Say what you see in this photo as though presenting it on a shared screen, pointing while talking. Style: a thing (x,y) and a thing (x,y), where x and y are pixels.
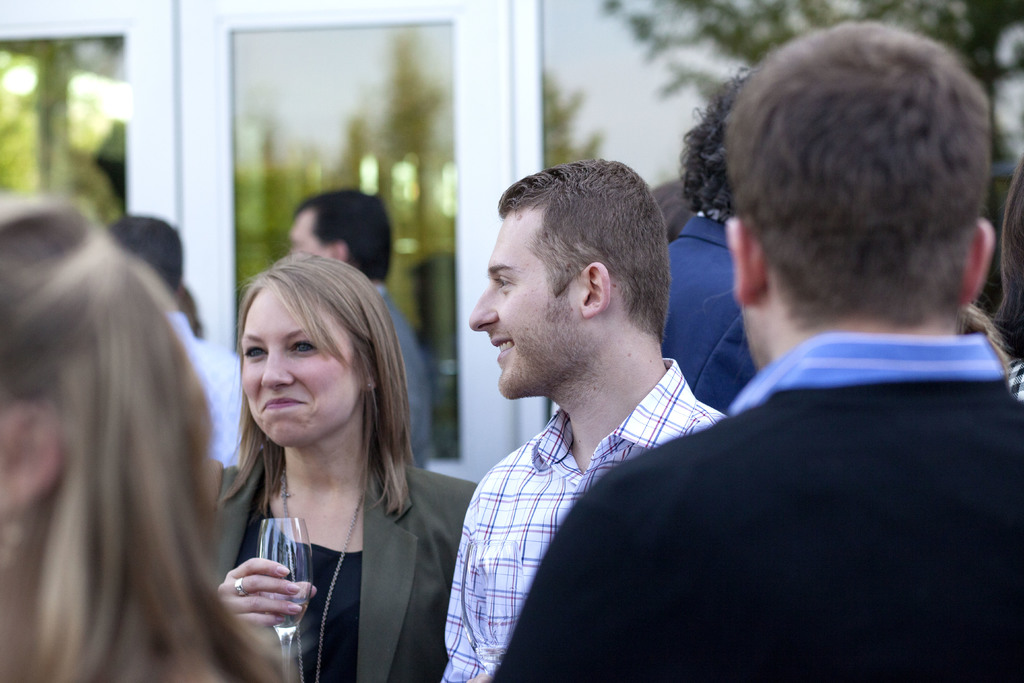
In this image in the front (801,200) there are persons (870,389) standing. In the center (374,426) there is a woman (337,509) standing and smiling and holding a glass (311,572) in her hand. On the right side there is a man (569,421) standing and smiling. In the background (692,209) there are persons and windows (304,108) and on the windows (630,100) there is a reflection (437,80) of a tree (773,21).
